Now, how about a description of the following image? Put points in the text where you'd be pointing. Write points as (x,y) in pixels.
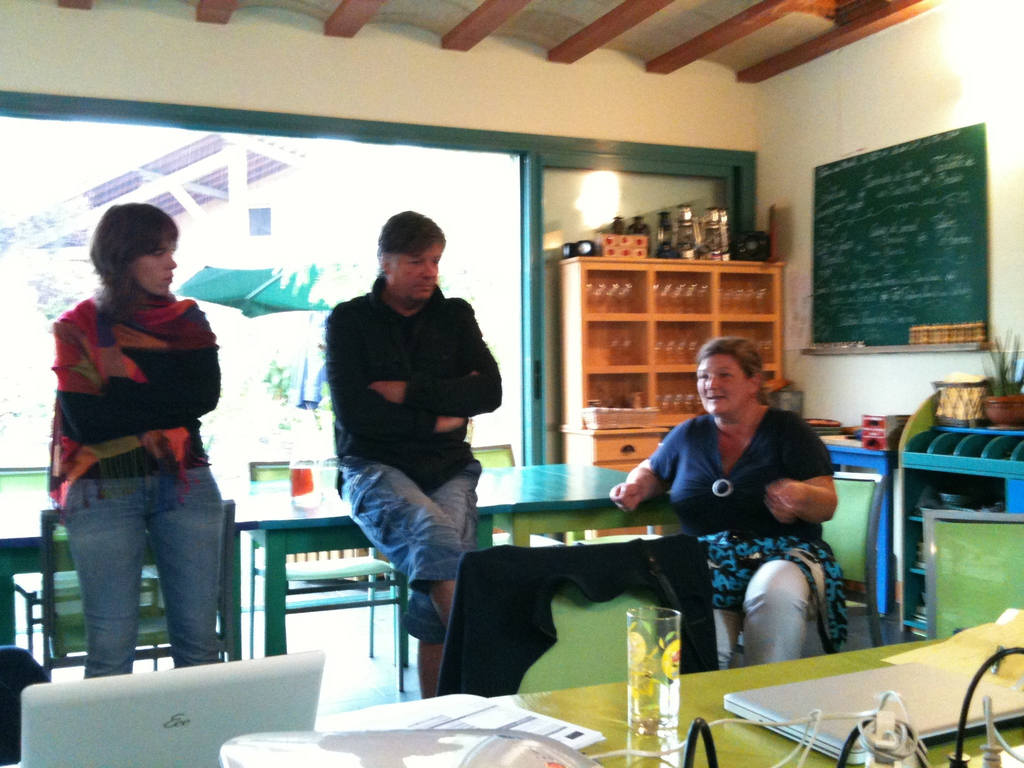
Here we can see a group of people (433,425), one of them is sitting on the chair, and here is the table (803,682) and laptop (858,680) and some objects (889,710) on it, and here is the pot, and here is the wall (823,123).
